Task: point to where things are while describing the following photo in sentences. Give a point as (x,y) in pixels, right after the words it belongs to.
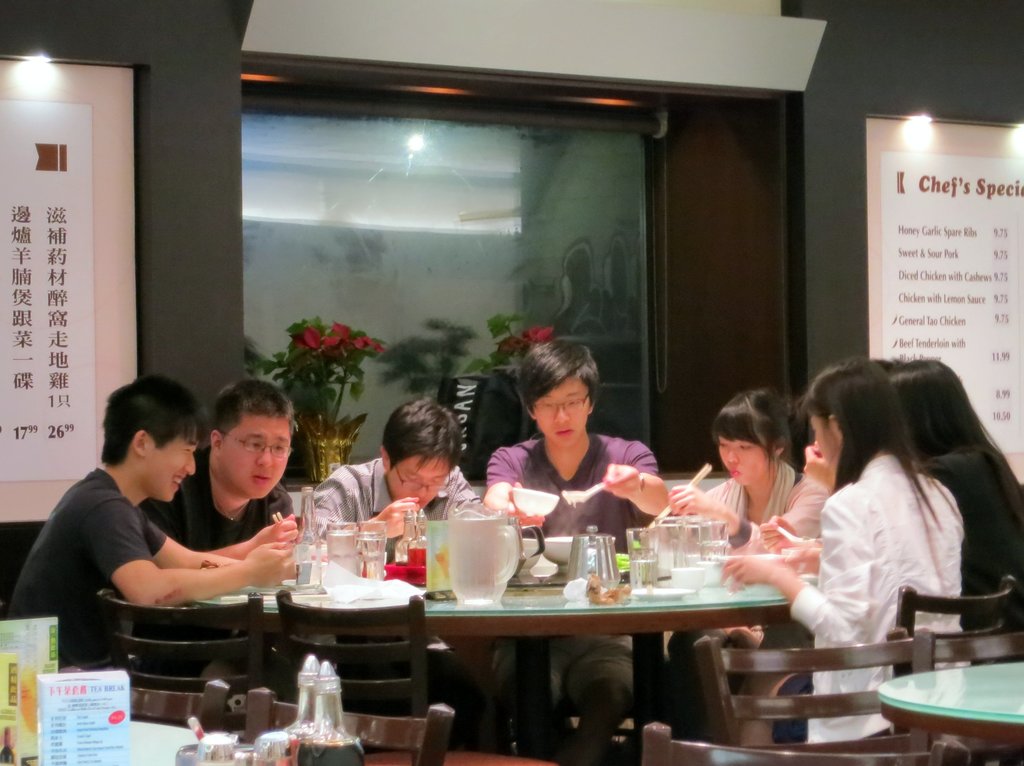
I think this picture is taken in a restaurant (411,591). There are group of people (906,506) sitting a table (678,604). On the table (332,600) there are some glasses (663,564), jar (471,515) and bowls (702,565). Towards the right (787,658) there are table (995,681) and chairs (888,645). In the background (115,273) there is a board (44,217), plants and lights (1016,128). On the board (998,299) there is some text (982,270).
